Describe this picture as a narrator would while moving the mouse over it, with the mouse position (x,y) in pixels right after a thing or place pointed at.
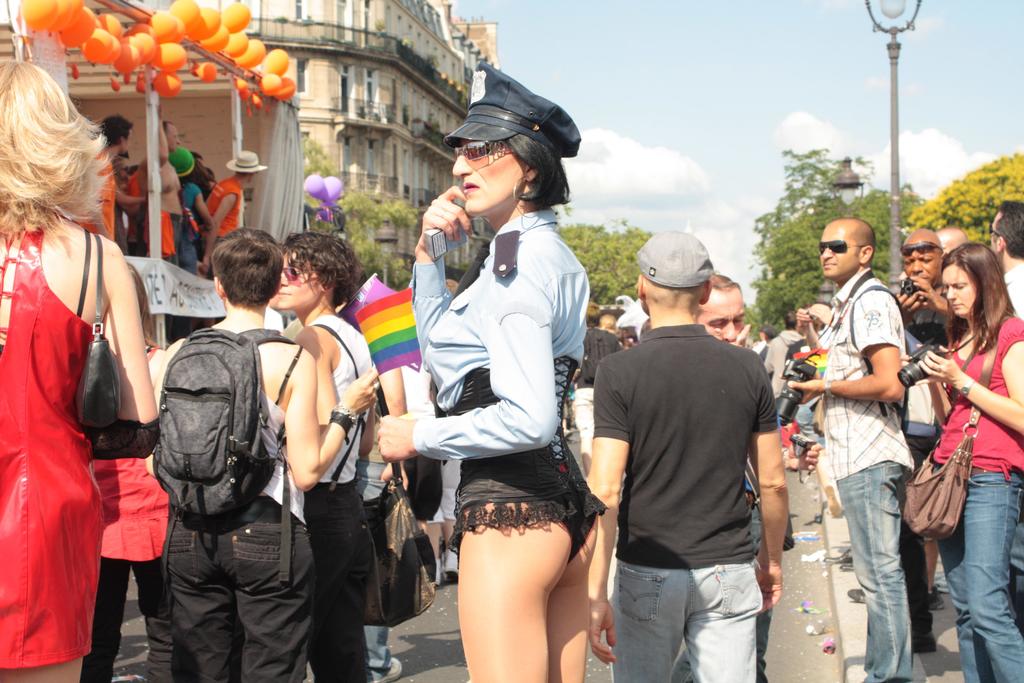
In this image people (632,415) are standing on the road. At the left side of the image (225,38) there are orange balloons (204,72). At the background (265,39) there are buildings (284,41), trees (914,205) and lights (898,10). At the top (685,105) there is sky (725,77).
